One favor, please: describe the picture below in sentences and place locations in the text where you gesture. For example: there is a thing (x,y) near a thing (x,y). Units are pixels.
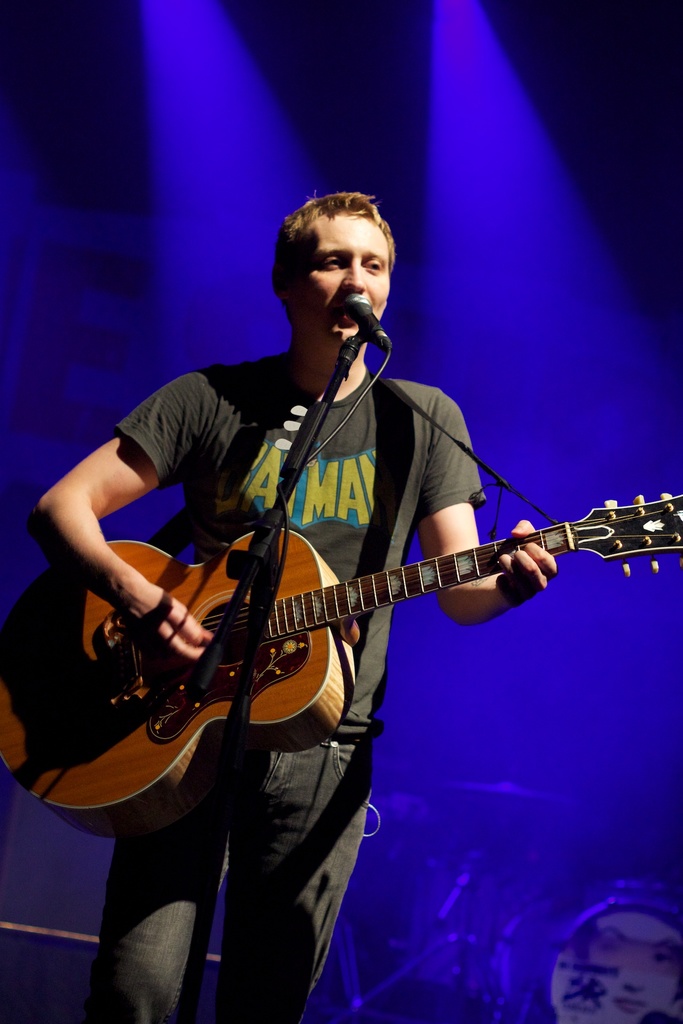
This image is from a concert, in the image a man (274,417) is playing a guitar (316,608) and singing. The man (342,298) is wearing a gray color t shirt (368,455). In the background (242,147) there are blue color lights (454,97). In the background of the image (524,914) there are drums (520,910). In front of the man (367,371) there is a microphone (370,320).
